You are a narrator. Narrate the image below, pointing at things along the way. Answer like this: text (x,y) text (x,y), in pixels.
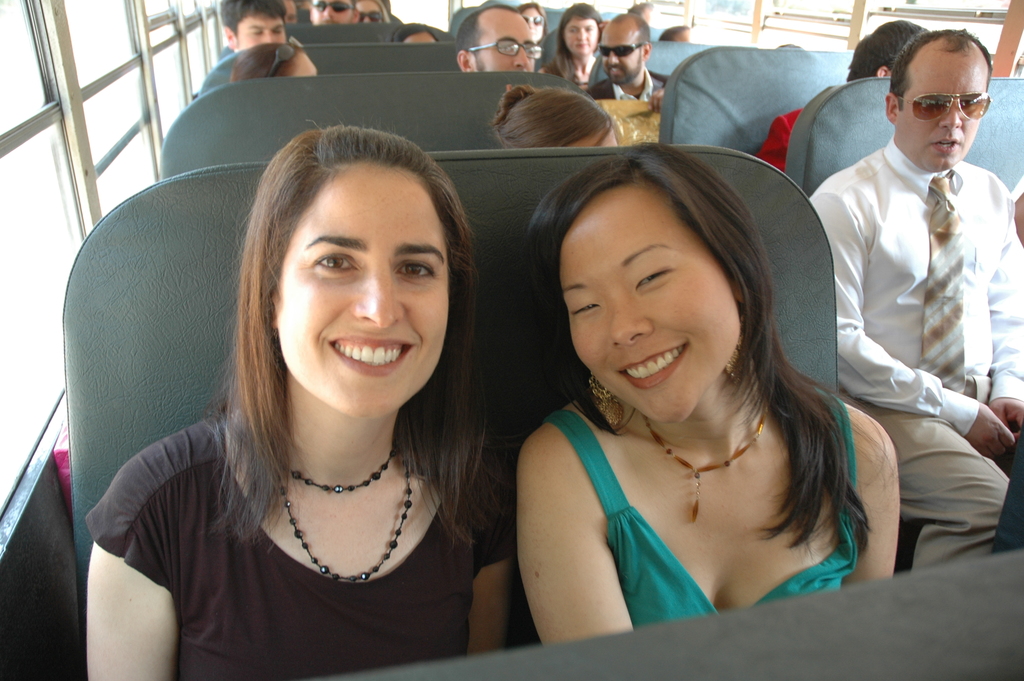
In this image I can see few persons (625,356) sitting in the bus (853,679). I can see windows (61,126).
